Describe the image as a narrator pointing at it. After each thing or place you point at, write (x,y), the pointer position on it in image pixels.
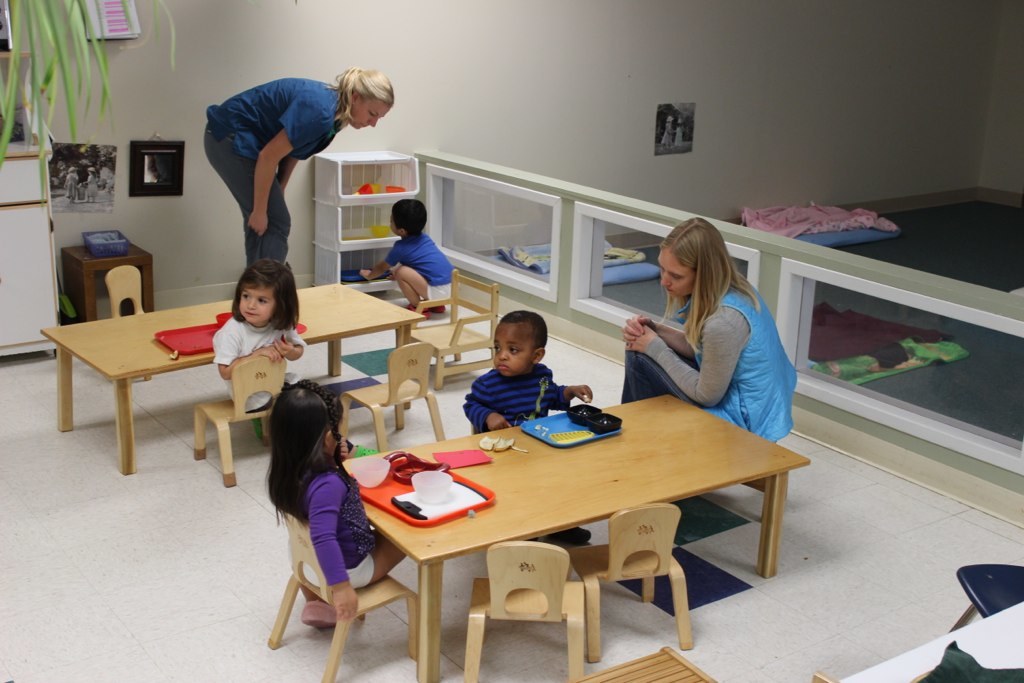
In the center (639,336) we can see one woman (243,167) standing and some of the persons (641,318) were sitting on the chair (481,342) around the table (509,498). On table (605,509) we can see some objects (454,503). and coming to back we can see wall (142,121), shelf (389,194), table (84,251), cupboard (27,210), plant (68,67), cloth (830,217) etc.
